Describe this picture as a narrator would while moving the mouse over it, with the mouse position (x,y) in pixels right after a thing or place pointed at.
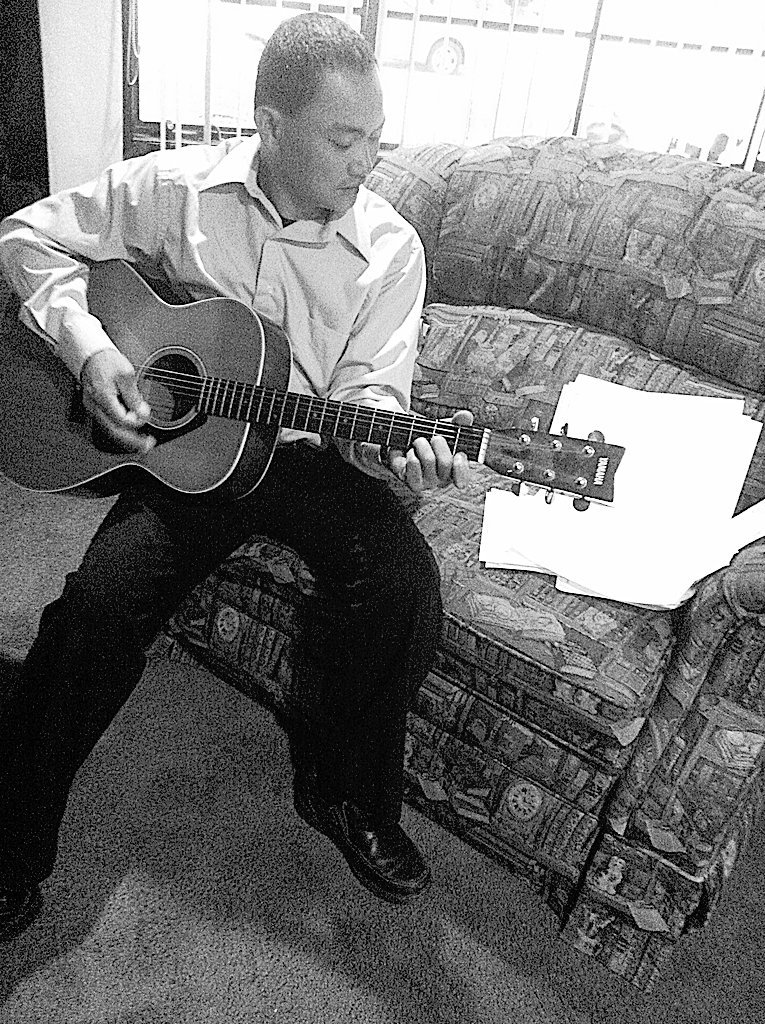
there is a person (307,379) sitting on the sofa (758,450) and playing guitar (228,444).
